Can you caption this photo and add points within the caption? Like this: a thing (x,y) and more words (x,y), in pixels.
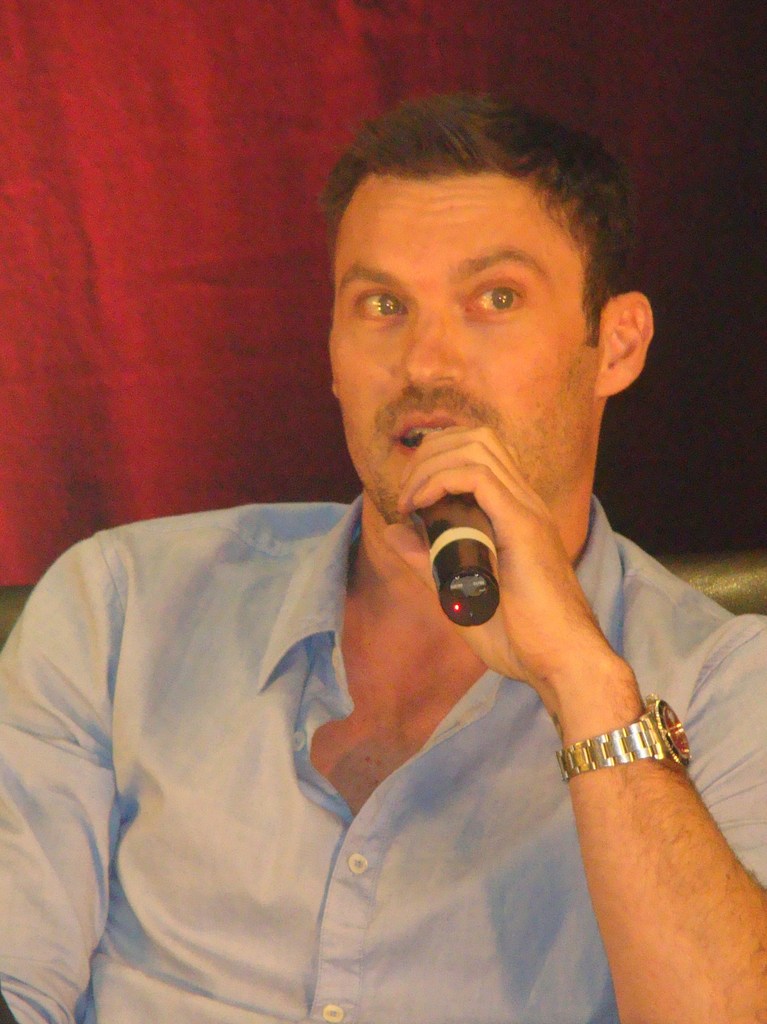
In this image, there is a man (245,529) sitting and he is holding a black color microphone (457,604), he is wearing a steel watch (612,763), at the background (87,366) there is a red color curtain (243,335).
